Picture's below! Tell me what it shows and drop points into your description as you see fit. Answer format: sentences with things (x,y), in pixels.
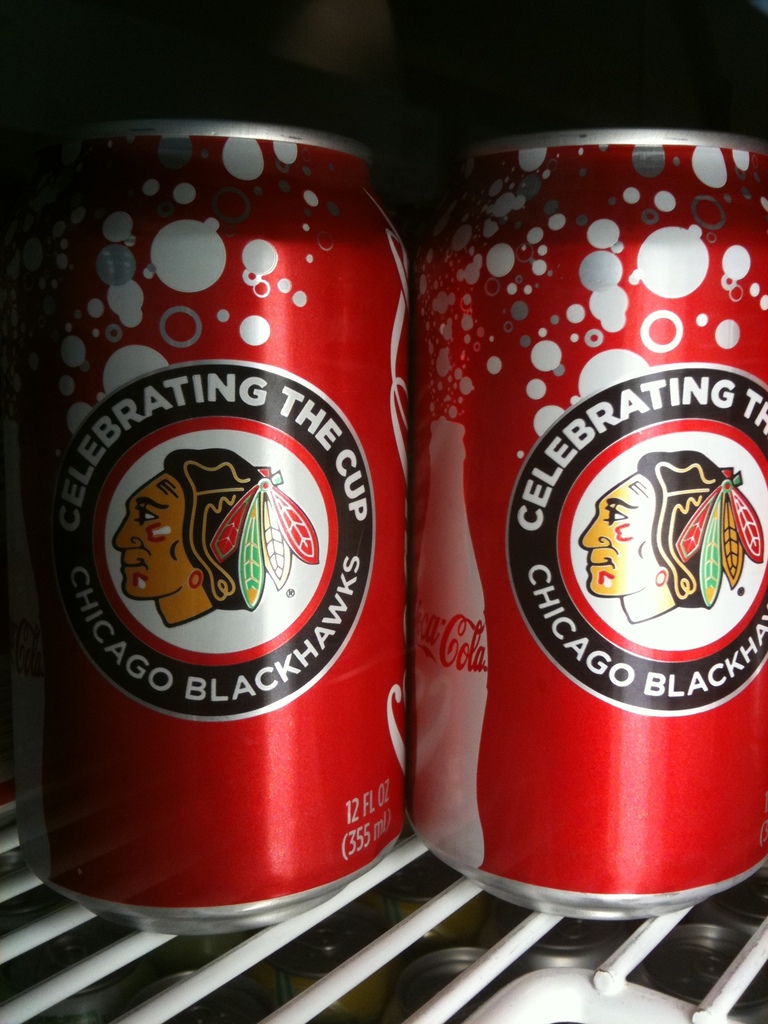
In this image we can see few tins (464,813). On the tins (444,675) we can see a logo (534,510) and some text (539,523) printed on it There is a white colored object (488,976) in the image.
